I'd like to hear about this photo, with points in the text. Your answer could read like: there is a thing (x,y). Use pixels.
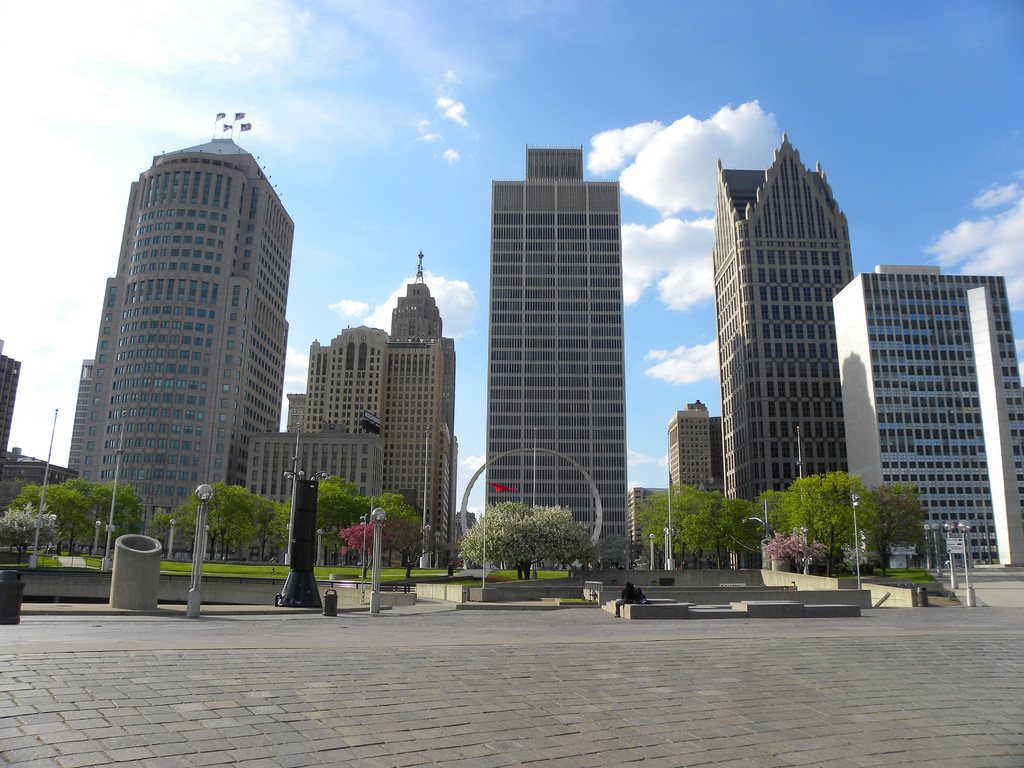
In this image the foreground (147,595) there are some pole like objects (191,586), and there are pipes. In the background (449,365) there are buildings (380,377), trees (894,506), poles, grass (208,568) and at the bottom (292,678) there is walkway (325,634) and there are some boards (959,551) and objects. And at the top of the image (507,114) there is sky (430,80), and on the left side of the image (227,129) there are poles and flags (217,113) on the building (224,154).
